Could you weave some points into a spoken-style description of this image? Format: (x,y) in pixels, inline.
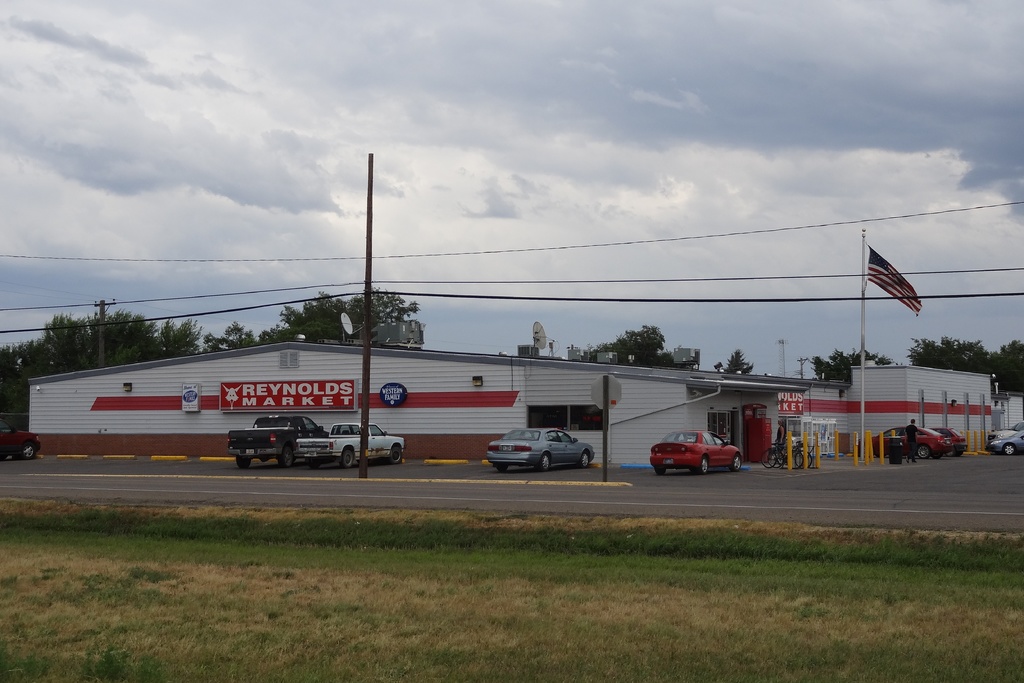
In this image I can see grass (435,603), few roads (891,522), number of vehicles (953,438), number of poles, number of trees (47,353), few buildings (665,410), few boards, few antennas (534,351), a flag (912,292), few wires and on these boards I can see something is written. In the background (516,226) I can see clouds (447,161) and the sky (389,184).
